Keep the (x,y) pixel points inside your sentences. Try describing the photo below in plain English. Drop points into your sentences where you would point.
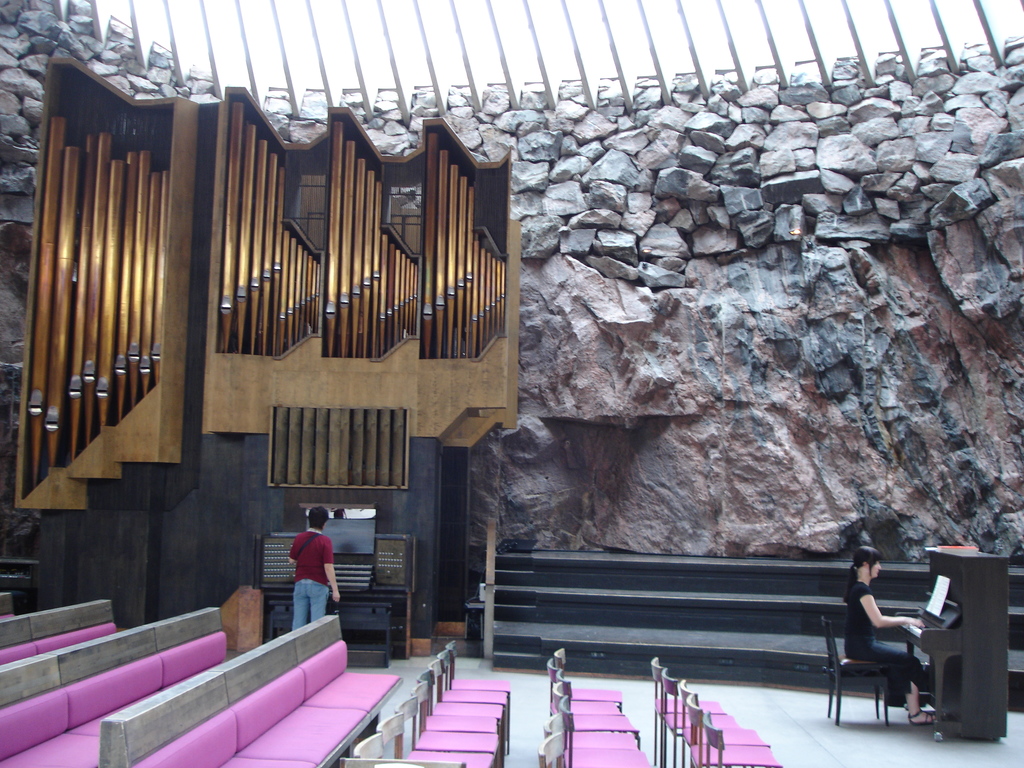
This picture shows a man (323,517) standing and woman (869,656) seated and playing piano (965,643) and we see few chairs (729,738) and a sofa (145,710).
